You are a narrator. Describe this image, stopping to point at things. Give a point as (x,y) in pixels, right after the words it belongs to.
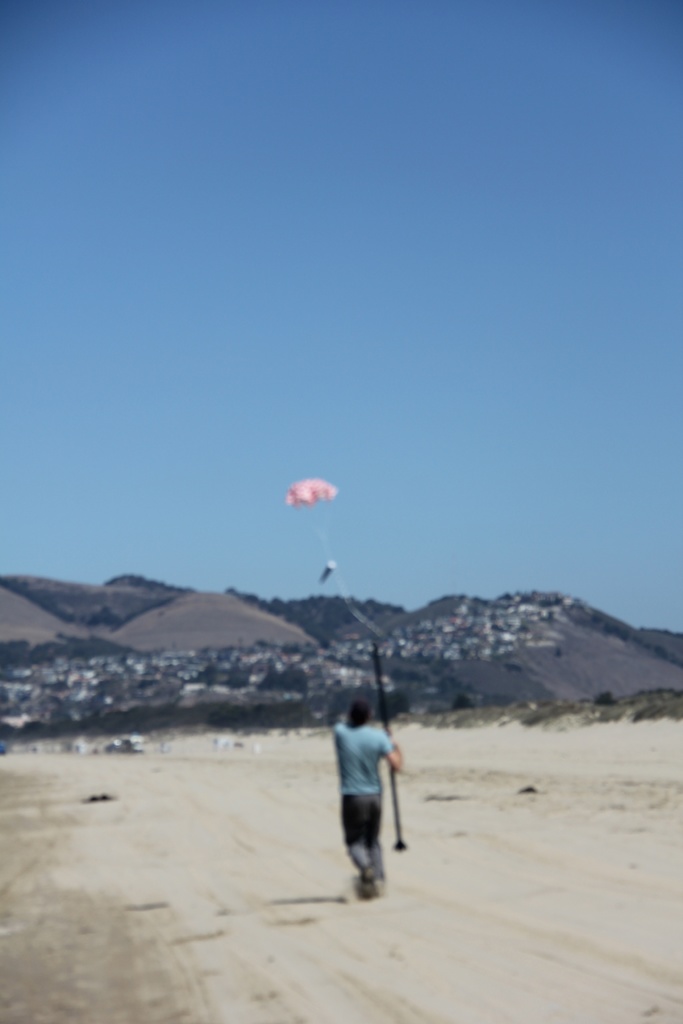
In this image there is a person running by holding some object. At the bottom of the image (348,940) there is sand (276,947). In the background of the image (247,653) there are buildings (315,672), trees (415,672), mountains (363,623) and sky (353,252).
